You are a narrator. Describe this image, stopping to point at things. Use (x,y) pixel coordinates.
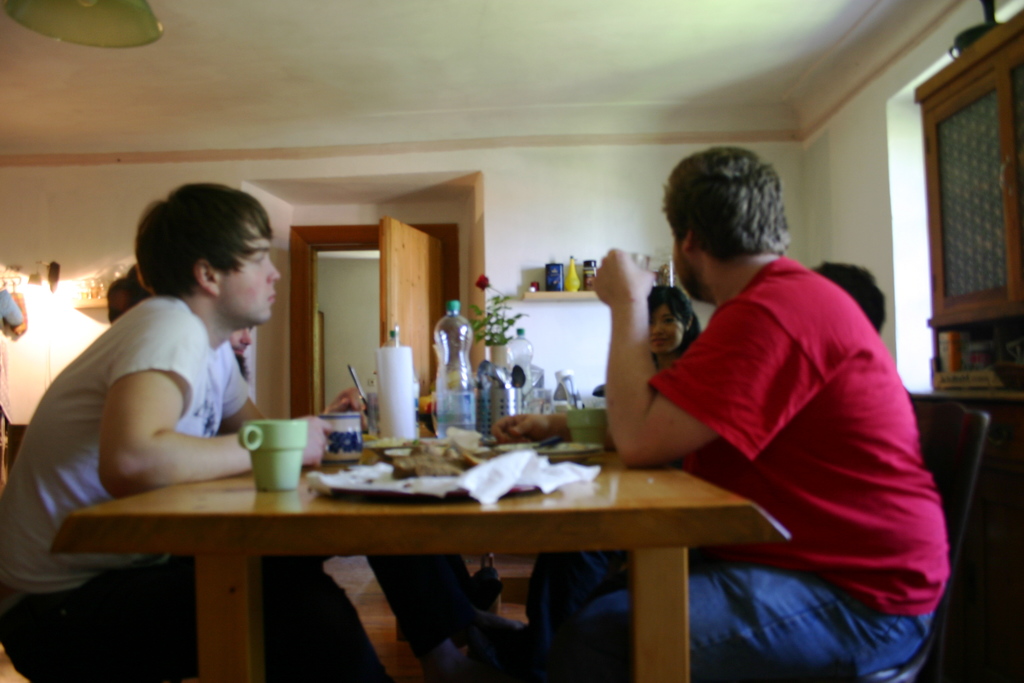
This picture describes about group of people (688,392), there are all seated in front of dining table (682,499), and we can find couple of bottles (460,353), cups (338,450), plates (528,465) on the table (280,504).
